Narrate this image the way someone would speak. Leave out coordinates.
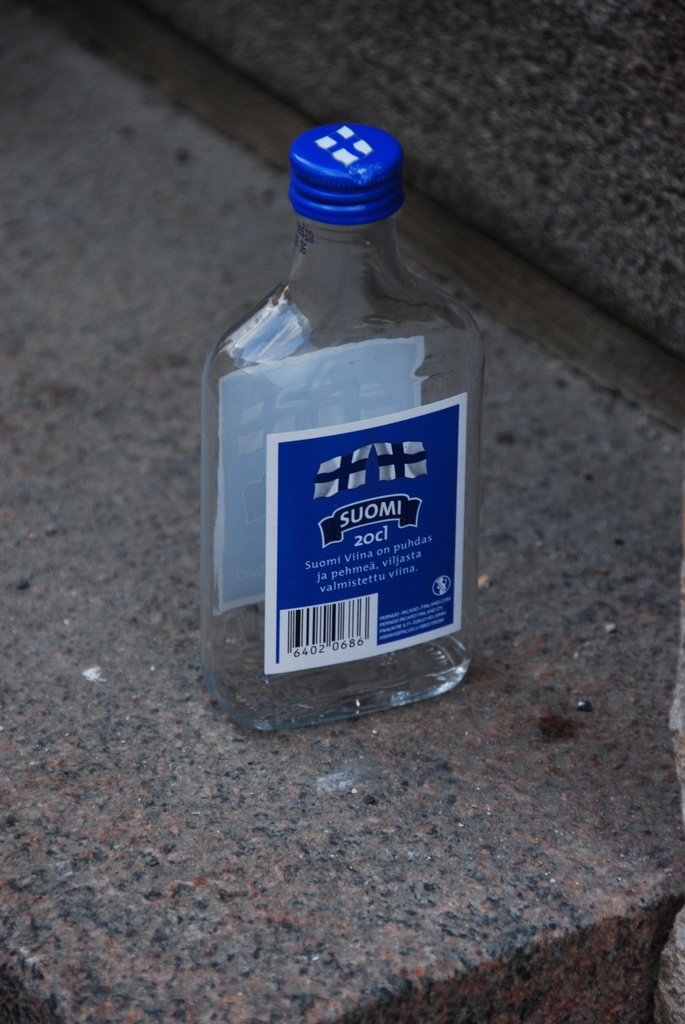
This picture shows an empty bottle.
